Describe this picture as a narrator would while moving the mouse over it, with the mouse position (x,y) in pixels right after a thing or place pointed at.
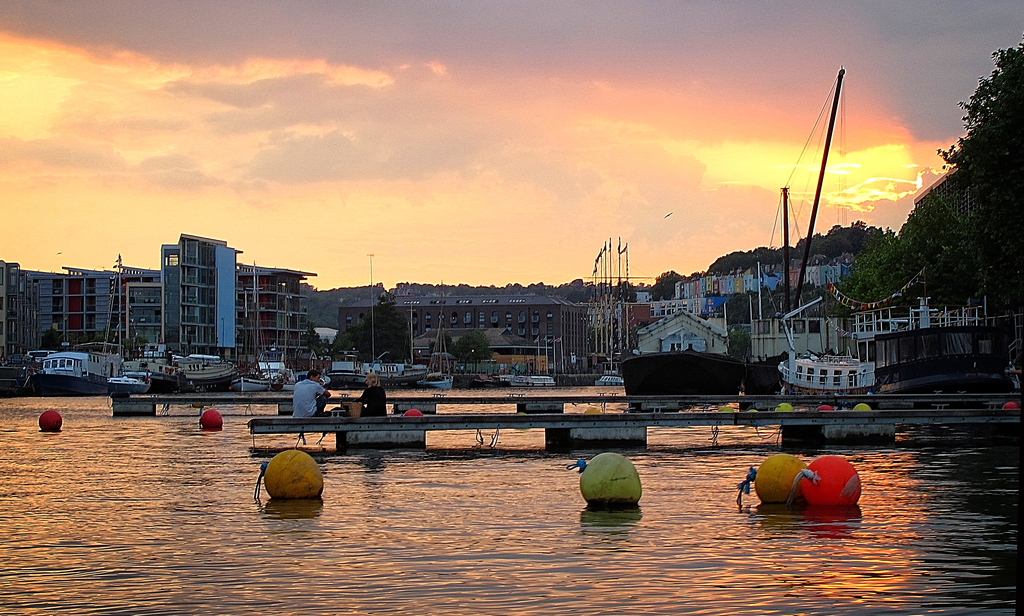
In the center of the image (670,401) we can see water (461,601), buoys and decks (643,417). And we can see two persons (377,409) are sitting on the deck (301,423). In the background (278,185), we can see the sky (377,247), clouds (958,127), trees (949,289), buildings (707,310), poles (597,289), boats (352,381), flags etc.
